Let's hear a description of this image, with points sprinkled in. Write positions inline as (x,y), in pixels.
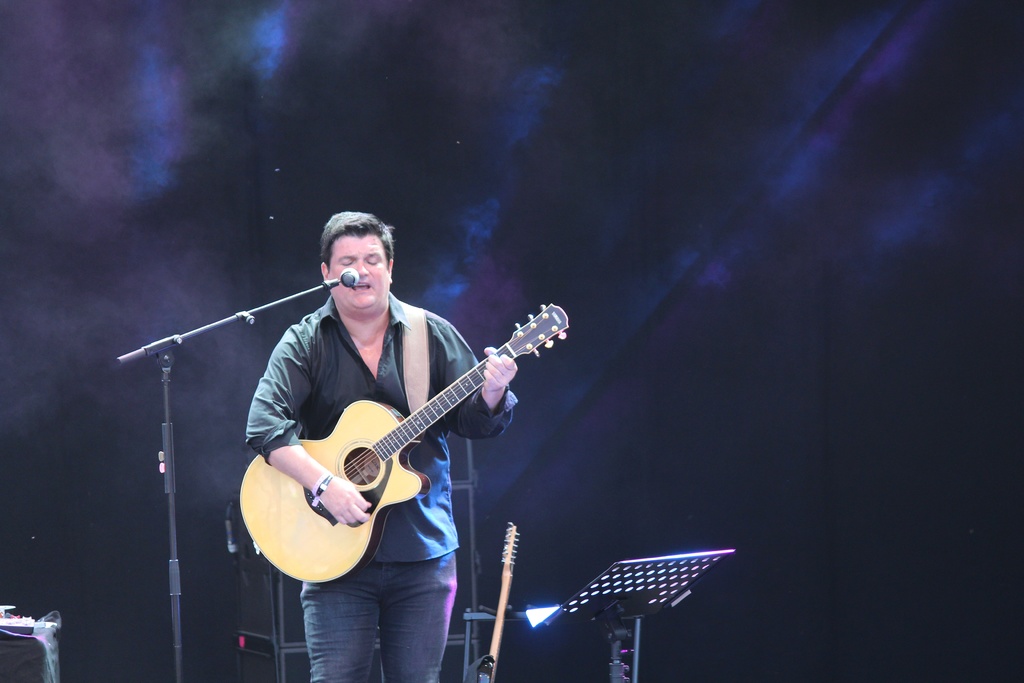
This is a picture of a man (291,413) in black shirt (327,382) holding a guitar (350,439) and singing a song in front of the man (364,282) there is a microphone (351,282) with stand (174,544). Behind the man (413,577) there are some music instruments (260,605). Background of the man (292,434) is in black color.
